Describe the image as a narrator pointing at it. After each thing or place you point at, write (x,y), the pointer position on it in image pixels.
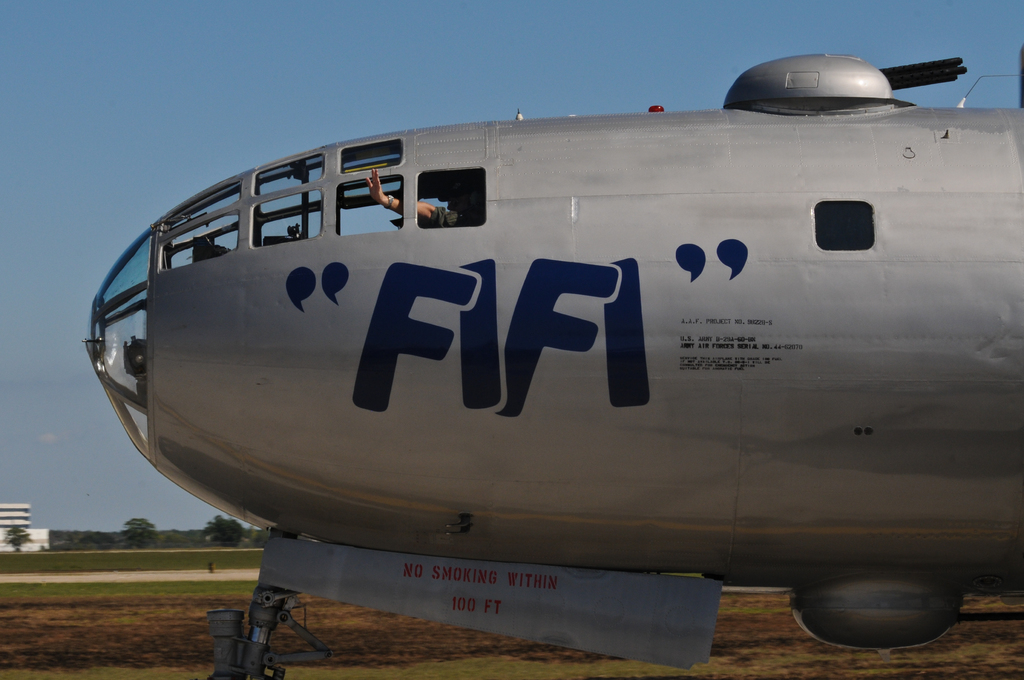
In this picture I can observe an airplane (493,271). This airplane (434,458) is in grey color. I can observe blue color text (395,330) on this airplane (431,352). In the background (71,543) there are trees (126,535), building (9,516) and a sky (154,121).
